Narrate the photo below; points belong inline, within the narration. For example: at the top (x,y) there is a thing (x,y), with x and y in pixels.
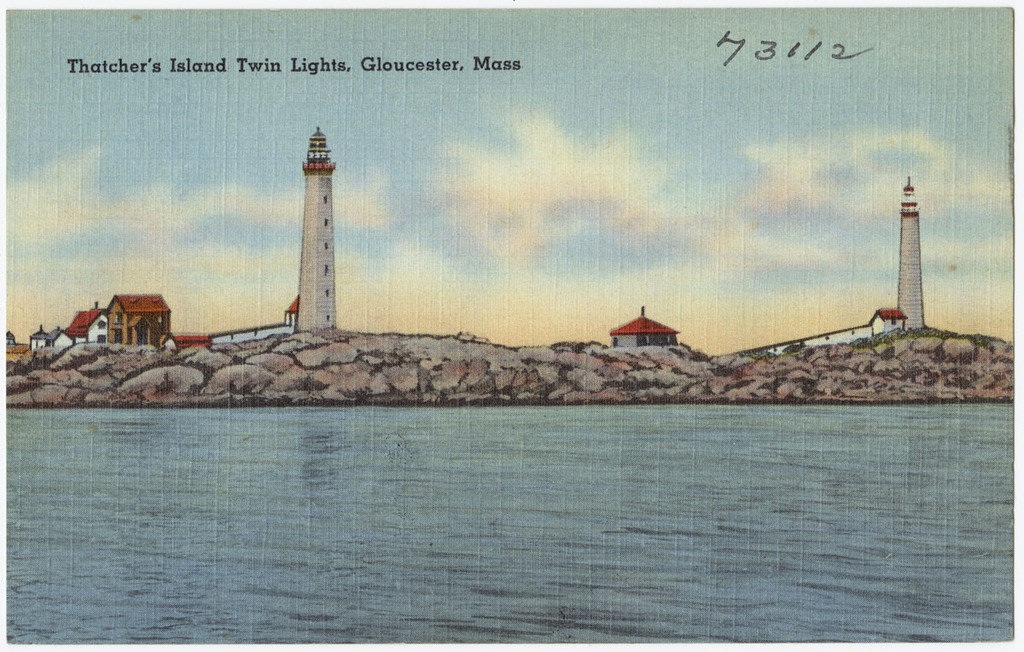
In the image in the center (459,314) we can see one paper (387,266). On the paper (337,122), we can see the sky (822,313), clouds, buildings (134,308), water (540,428), grass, tower (324,251), wall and roof (656,333). And we can see something written on the paper (356,136).
